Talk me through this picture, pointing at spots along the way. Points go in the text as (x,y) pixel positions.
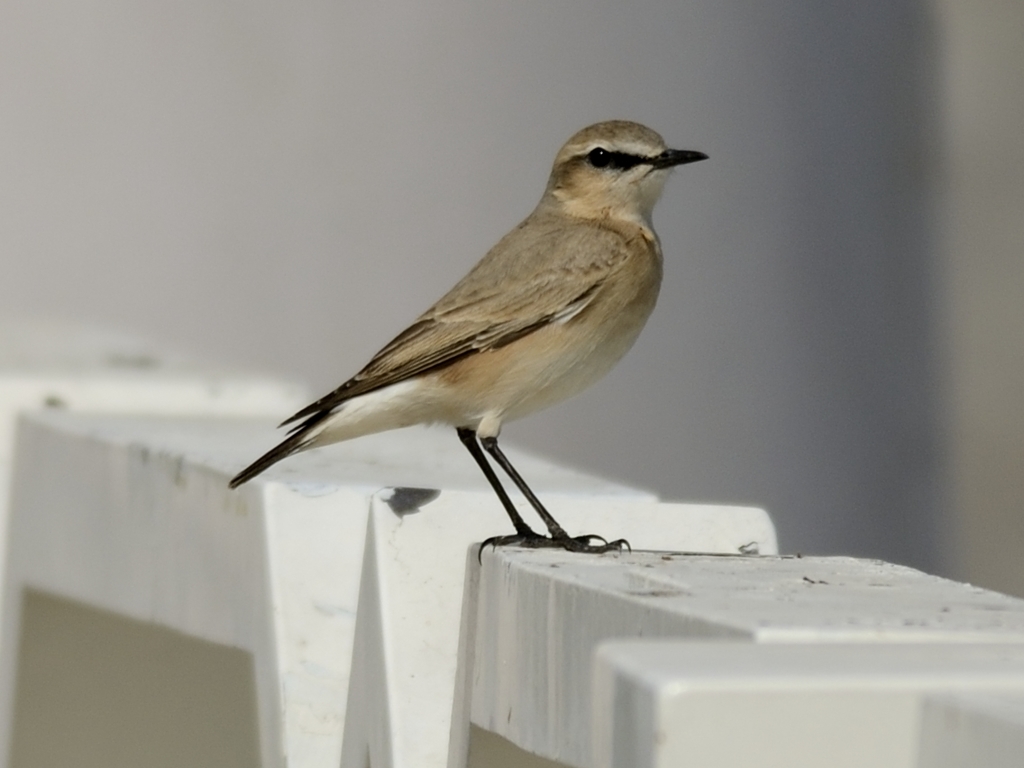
In this image there is a bird (255,462).
